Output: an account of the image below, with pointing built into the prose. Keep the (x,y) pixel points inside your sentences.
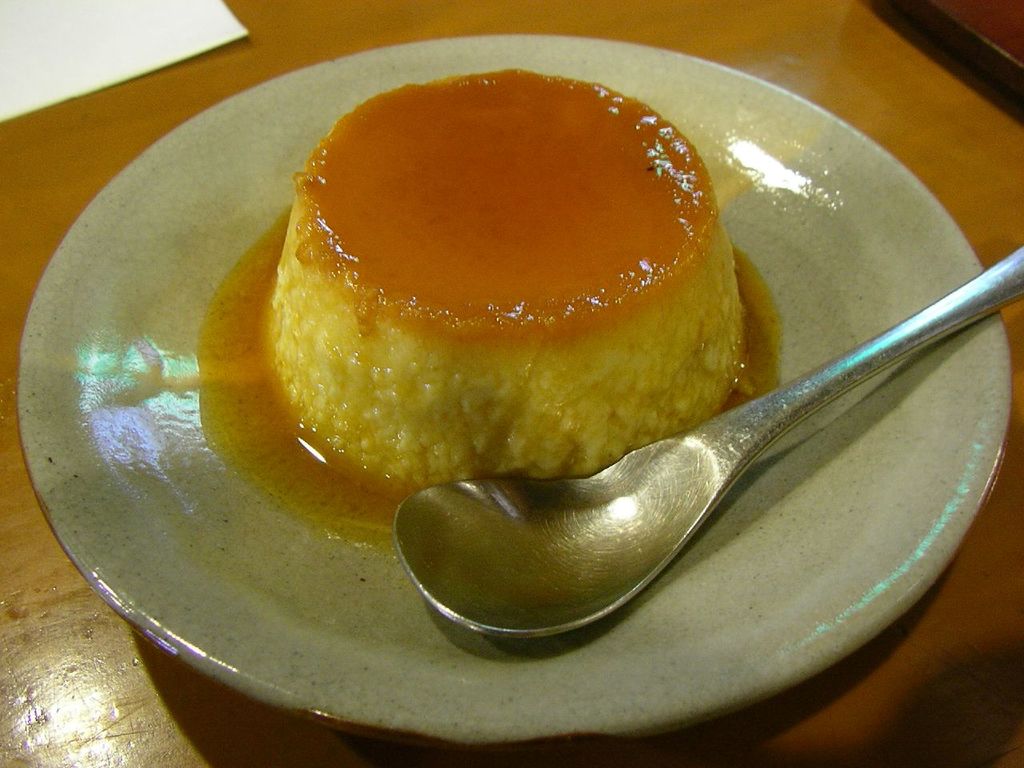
This image consists of a custard pudding (311,318) kept in a saucer (316,618) along with a spoon (610,517). The saucer (741,496) is kept on a wooden table (37,167).
